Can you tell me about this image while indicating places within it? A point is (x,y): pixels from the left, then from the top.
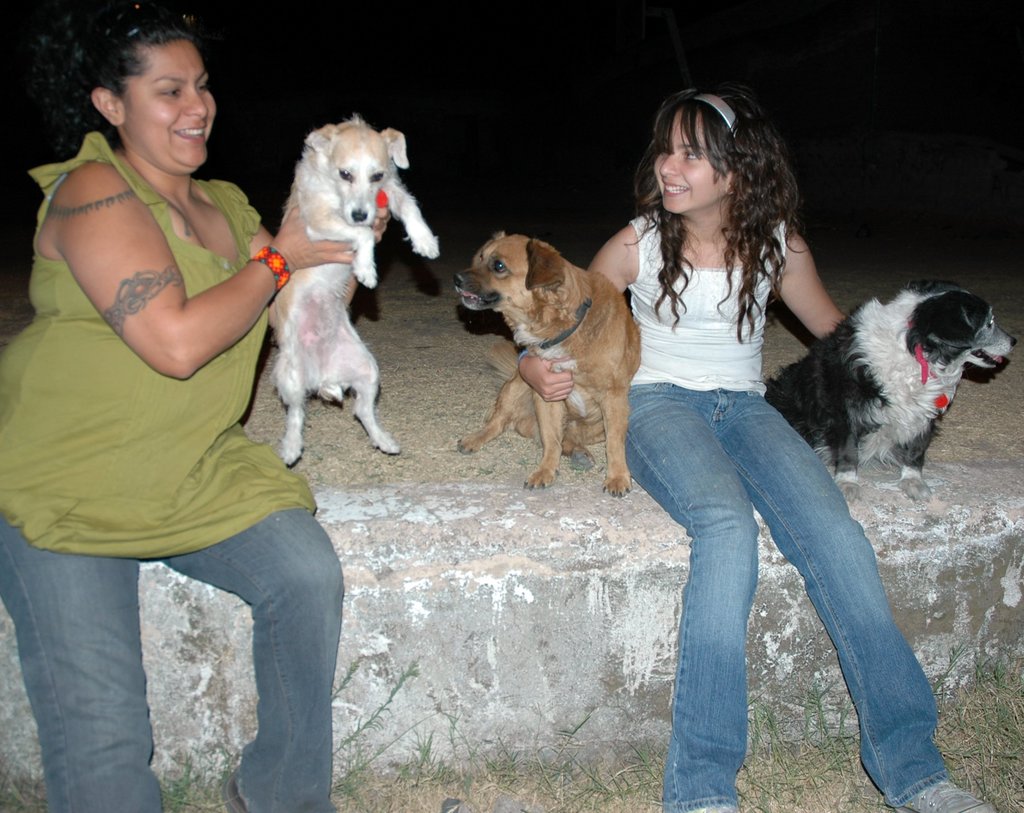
In this picture I can see a woman (198,279) and a girl (698,459) holding dogs (579,407) and I can see dark background (666,32) and grass (577,730) on the ground (624,766).
